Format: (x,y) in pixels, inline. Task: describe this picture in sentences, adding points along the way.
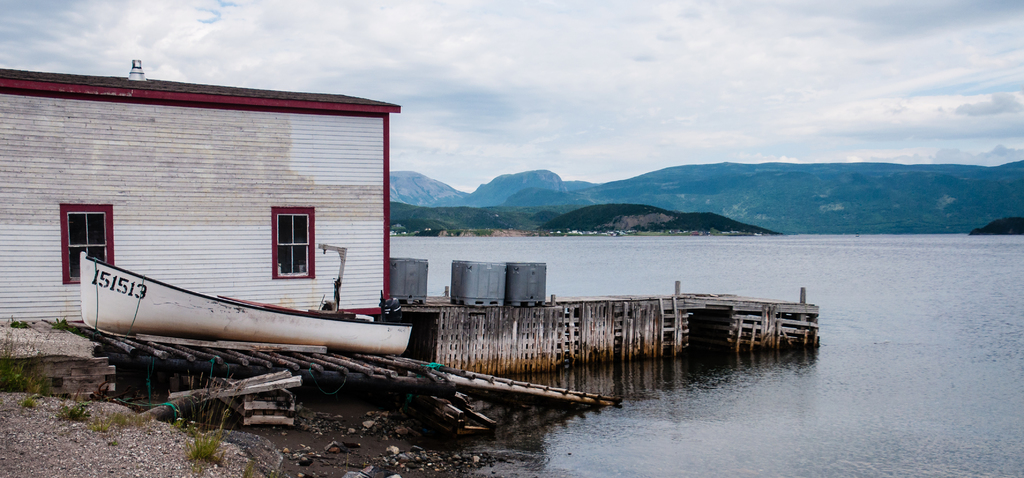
In this image I can see a white colour building (234,235), windows (75,231), a white colour boat (83,269), grass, water (679,377) and few grey colour boxes (457,264). In the background (433,95) I can see clouds (414,56) and the sky (763,55).
